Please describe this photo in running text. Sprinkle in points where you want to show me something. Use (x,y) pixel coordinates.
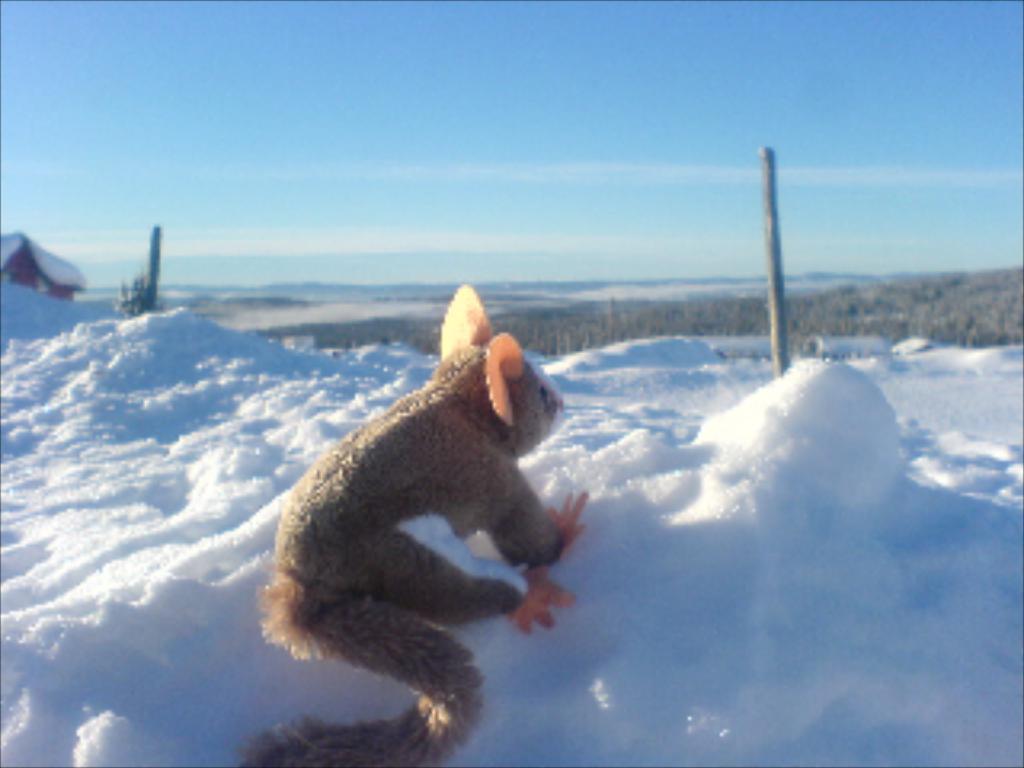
In the picture we can see a snow surface (659,536) on it, we can see a doll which is in the kind of a rat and near it, we can see a pole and behind it, we can see trees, hills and sky (404,232) with clouds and on the snow surface (67,404) we can also see a house (24,281).
